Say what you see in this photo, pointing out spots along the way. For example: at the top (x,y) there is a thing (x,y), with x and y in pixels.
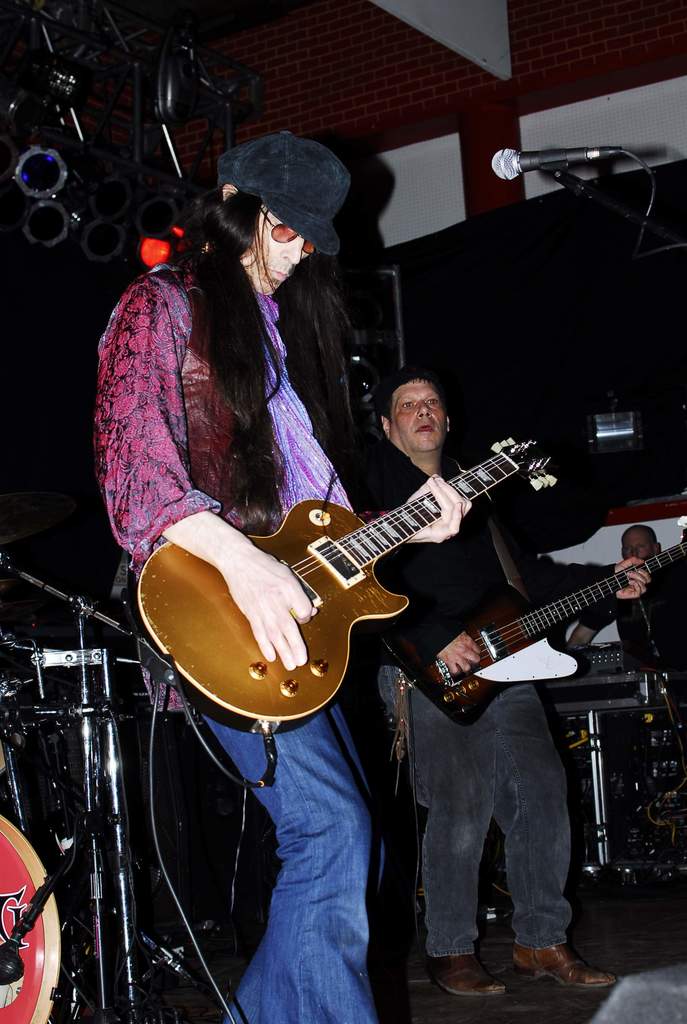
this picture shows two men (430,416) standing and playing guitar (427,677) and we see a man (581,629) standing on the side.
